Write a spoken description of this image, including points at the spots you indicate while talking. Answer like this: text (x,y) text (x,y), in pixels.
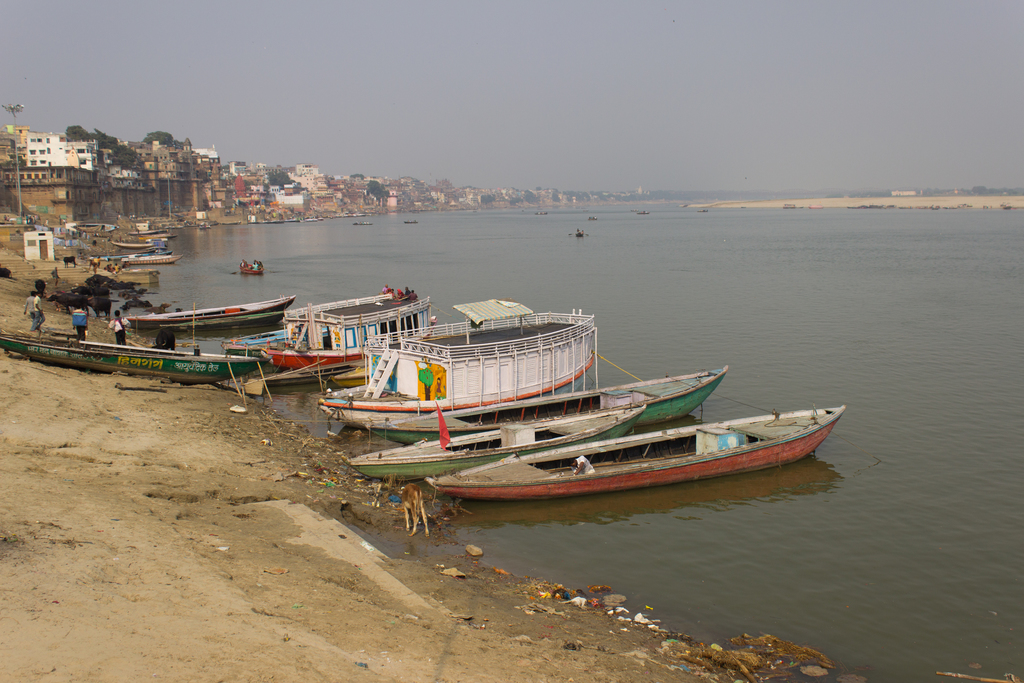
In this image in the center (390,327) there are boats (360,353) on the water (225,336) and in the background (136,192) there are buildings (299,187) and there are persons (125,320) and there is a sea (500,242) and on the sea (412,264), there are boats (577,234) sailing.
